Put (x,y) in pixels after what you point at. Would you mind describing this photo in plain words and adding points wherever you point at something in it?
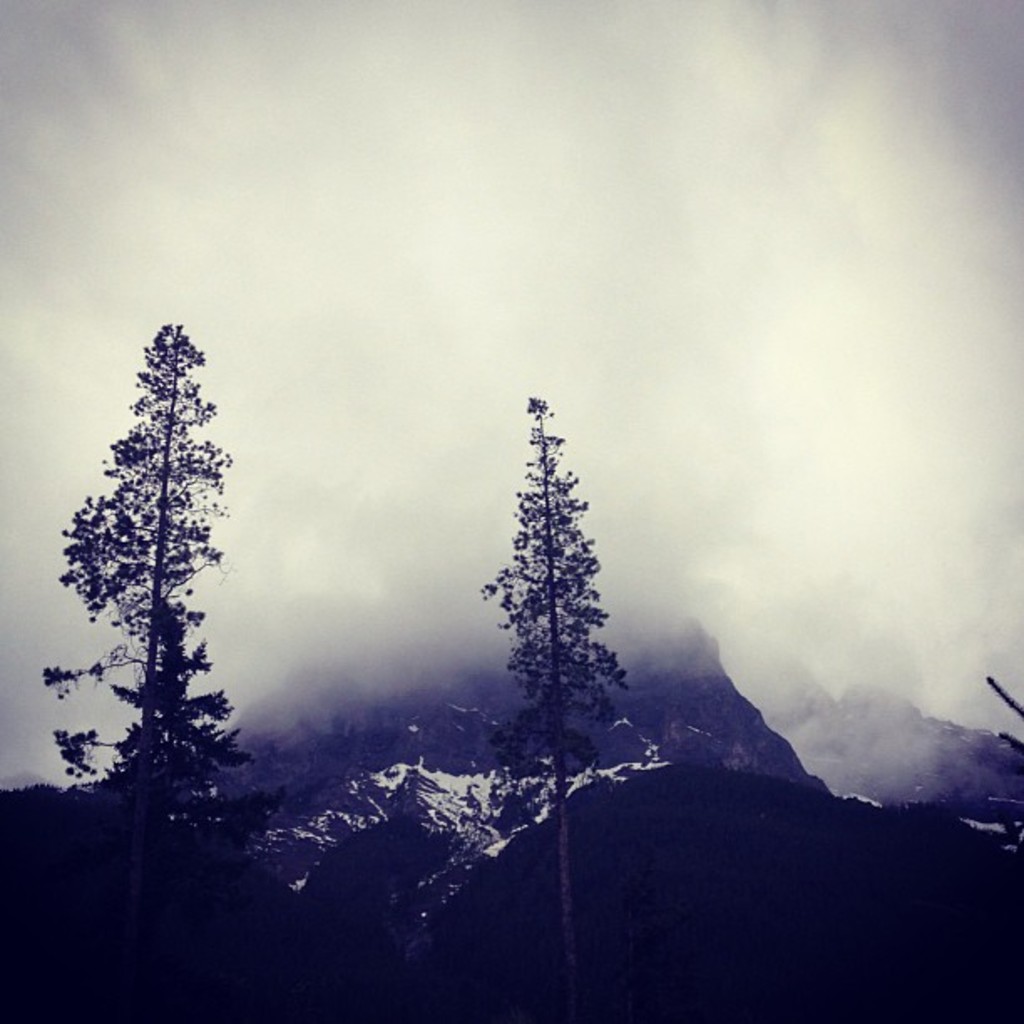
In this picture I can see that there are some trees (111,538), mountains (425,791) and the sky (386,312) is cloudy.
